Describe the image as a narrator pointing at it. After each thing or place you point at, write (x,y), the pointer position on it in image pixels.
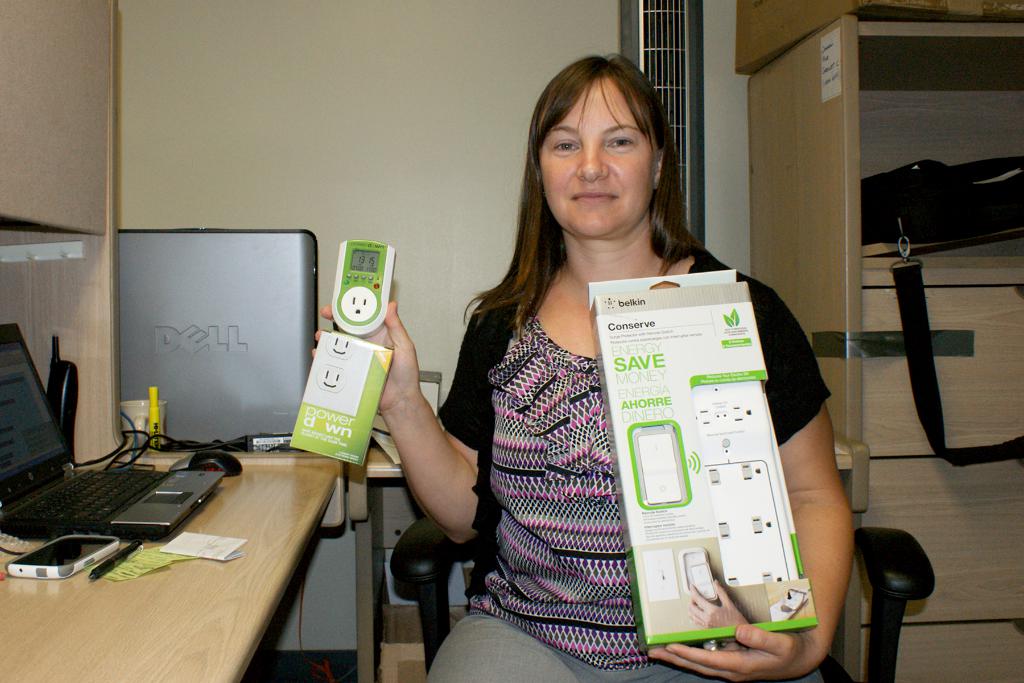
In the image there is a woman (535,420) sitting on a chair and holding some objects (360,312) with her hand (327,313) and beside her there is a table (270,498), on the table (93,636) there is a laptop (61,521), mobile (39,576), pen (100,567), papers (181,543) and other items (213,358). On the right side (805,98) there is a cabinet (834,112) and there is a bag (916,190) kept in one of the shelf (907,142), in the background (370,130) there is a wall (442,173).
